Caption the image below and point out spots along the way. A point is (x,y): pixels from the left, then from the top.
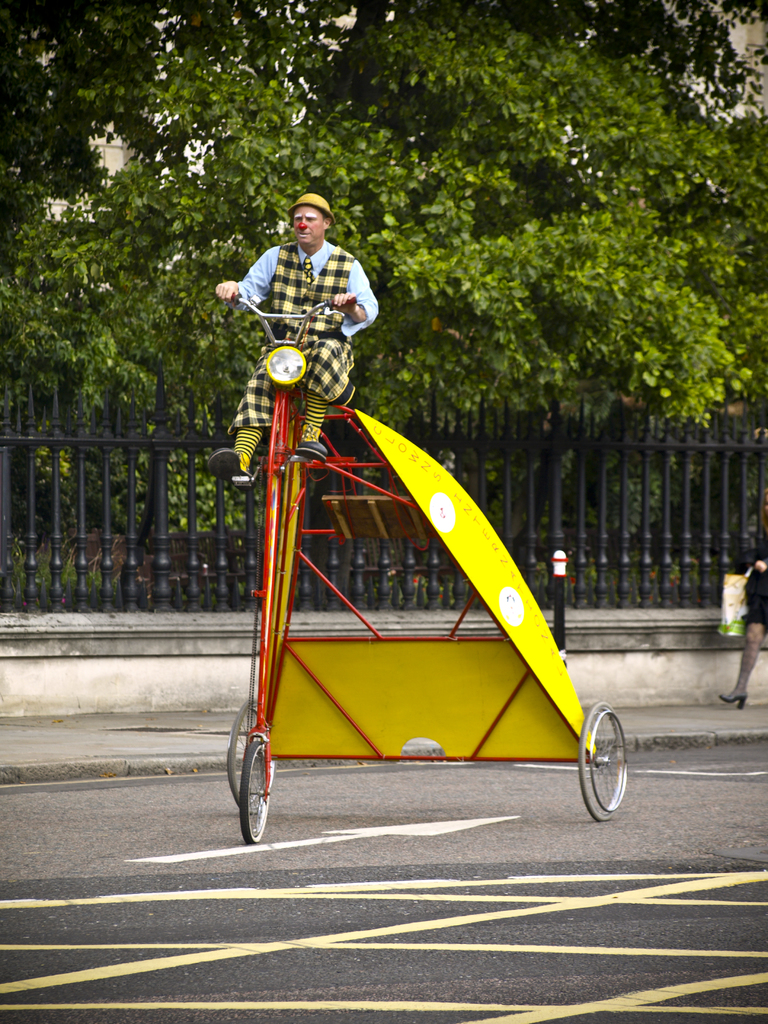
In this image we can see two persons (309,295), one of them is riding on the bicycle (274,527), there are railings (726,561), poles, trees (131,121), and a building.
